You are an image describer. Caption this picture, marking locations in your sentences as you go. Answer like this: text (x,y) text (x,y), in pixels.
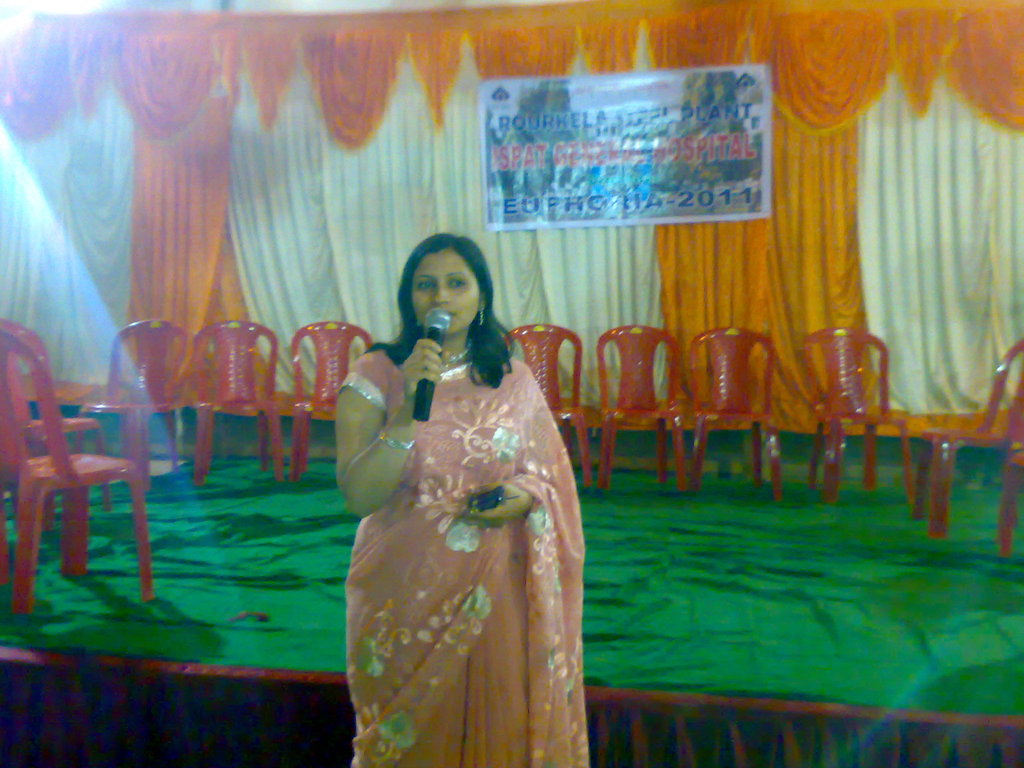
In this image there is a woman (472,539) standing in the center (425,379) holding a mic (421,392) in her hand (438,361) and a phone (491,504) on the other hand (512,500). In the background (563,430) there are chairs (752,400) which are empty and the carpet (708,608) which is green in colour and a curtains (368,193) off white and orange and a banner (678,178).
